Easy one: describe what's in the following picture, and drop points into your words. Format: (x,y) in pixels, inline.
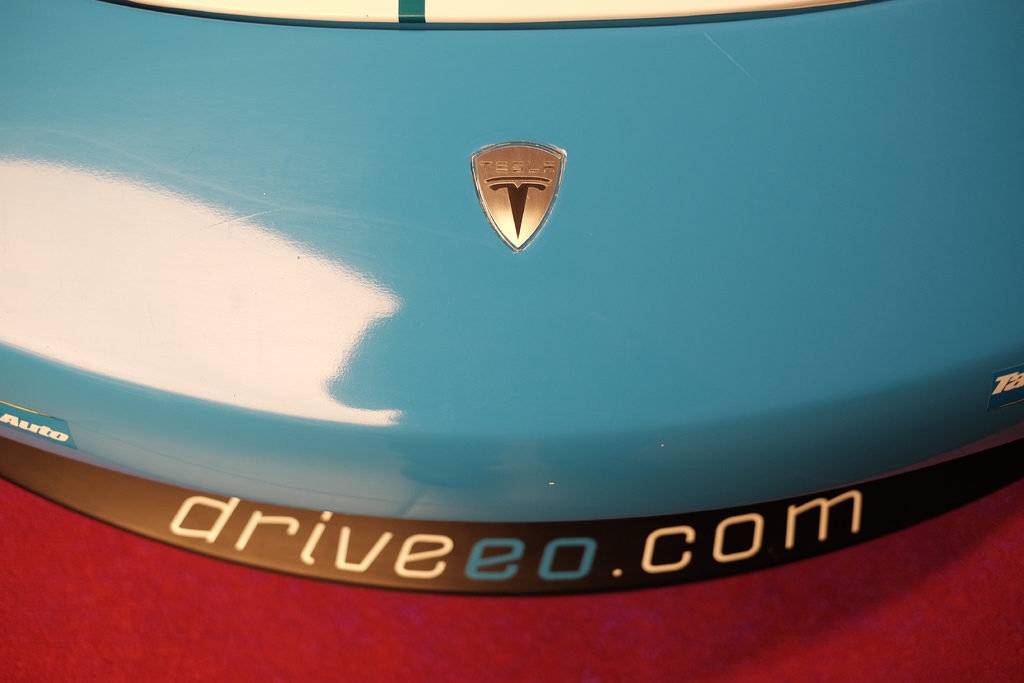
In the center of the image (472,230) we can see the front part (316,239) of a car (776,422). At the bottom (873,647) there is a carpet (592,644).
